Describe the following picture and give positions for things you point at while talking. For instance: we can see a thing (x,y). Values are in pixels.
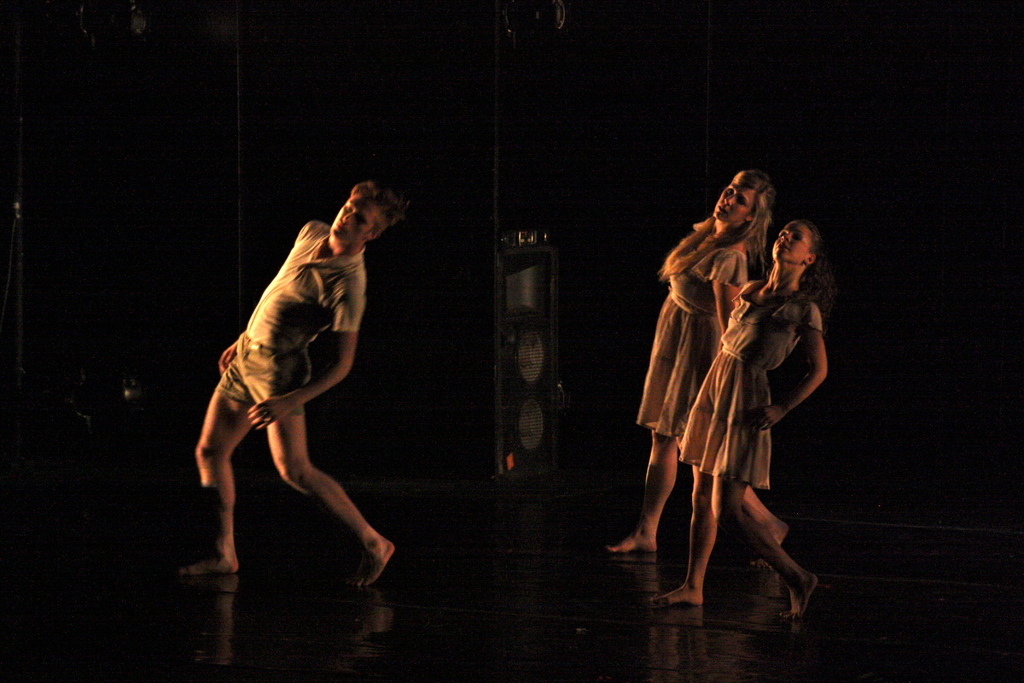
In this image I can see the dark picture in which I can see the black colored floor (506,599), few persons (753,419) wearing brown colored dresses (704,368) are standing on the floor (492,603) and the dark background (591,235).
